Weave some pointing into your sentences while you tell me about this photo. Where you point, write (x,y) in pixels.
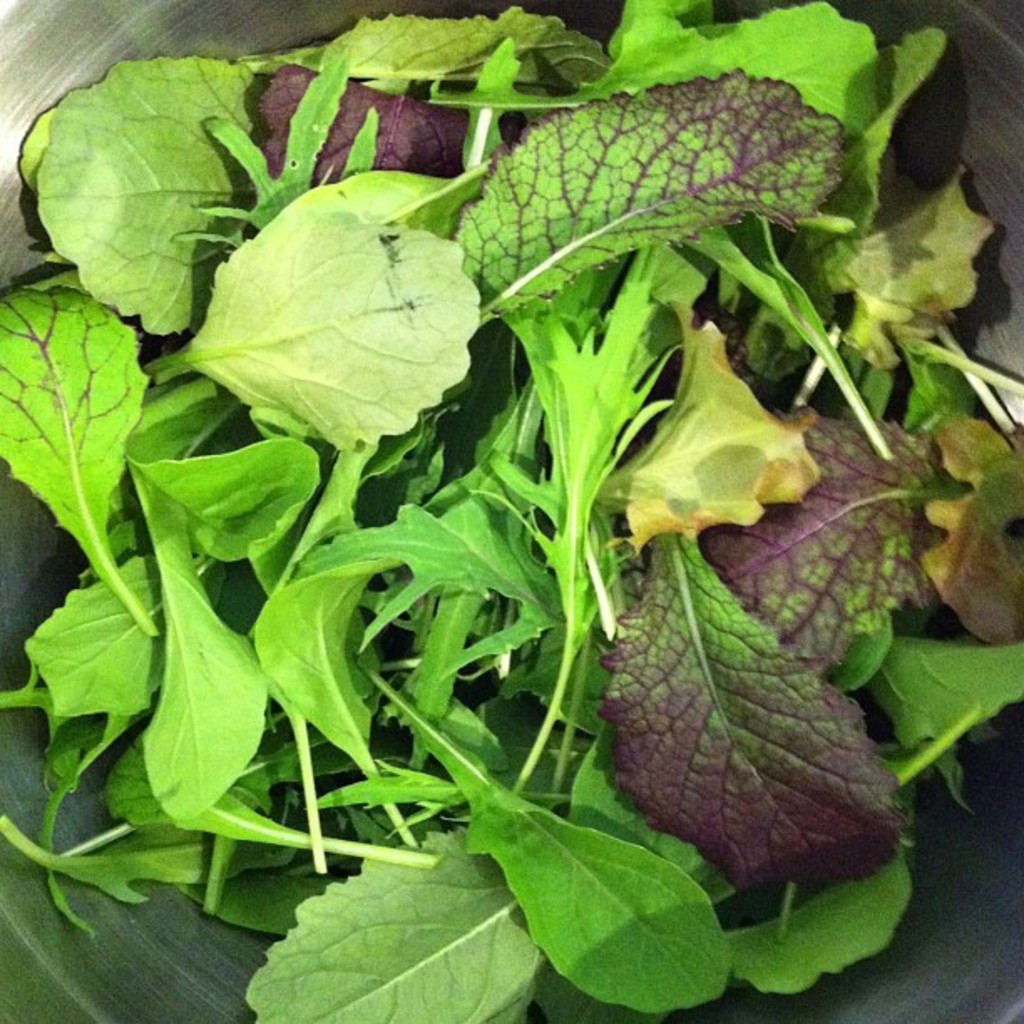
In the center of the image (519,350) there are green leafy vegetables (568,254) in the bowl (12,959).
